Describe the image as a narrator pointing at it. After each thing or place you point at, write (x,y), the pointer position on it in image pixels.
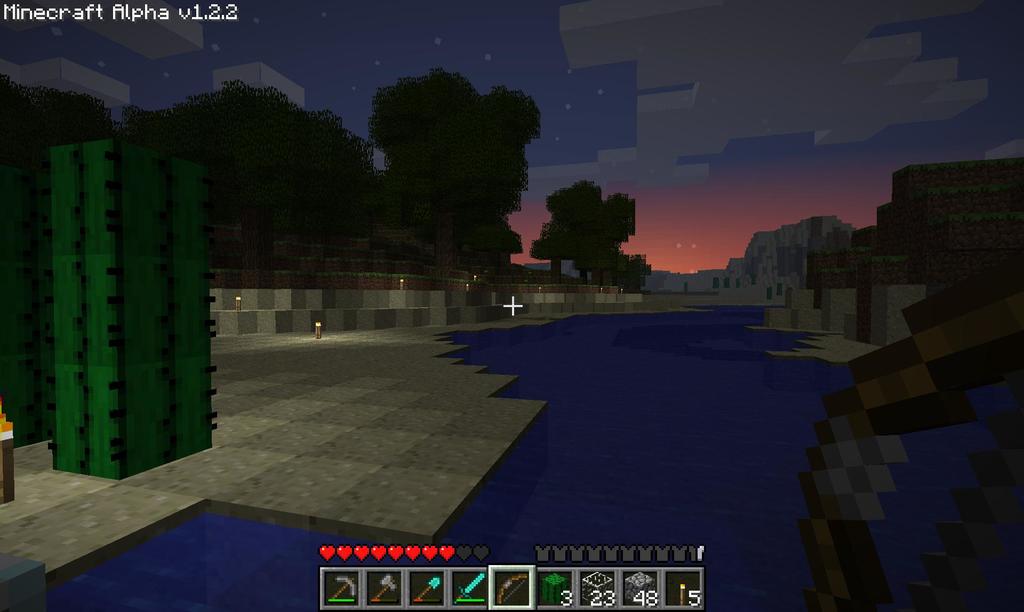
On the top left (223,16), there is a watermark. At the bottom of this image (545,566), there are symbols (586,581) and numbers (604,593). On the left side (173,167), there is an object (185,303) on the floor (73,511). On the right side (852,467), there is a bow (865,473). In the background (725,292), there are hills (912,231), trees (510,238) and there are clouds (798,64) in the sky (421,44).
